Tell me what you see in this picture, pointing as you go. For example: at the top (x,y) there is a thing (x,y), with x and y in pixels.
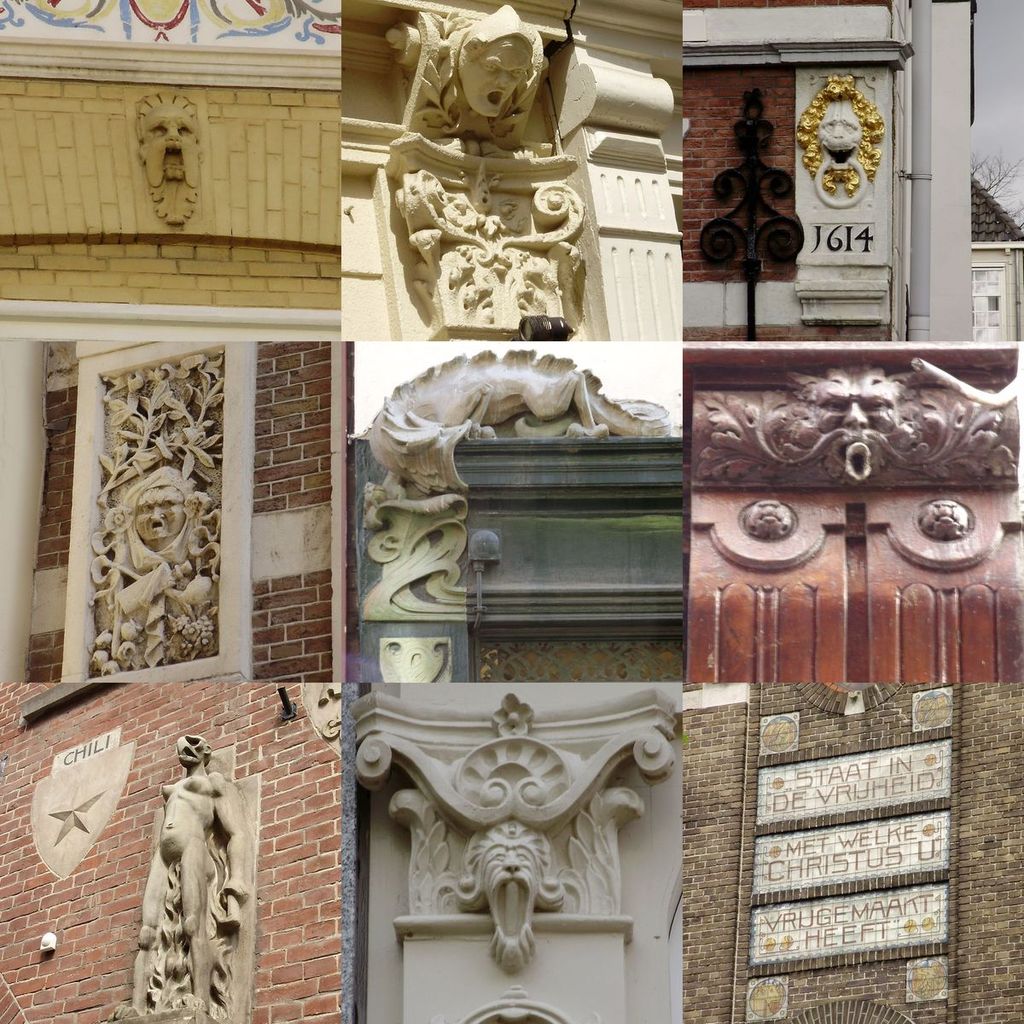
In this image there are few collage of photos (442,666) having few sculptures (445,388) on the wall (992,740). Right bottom there is some text (870,861) on the wall (853,879).
